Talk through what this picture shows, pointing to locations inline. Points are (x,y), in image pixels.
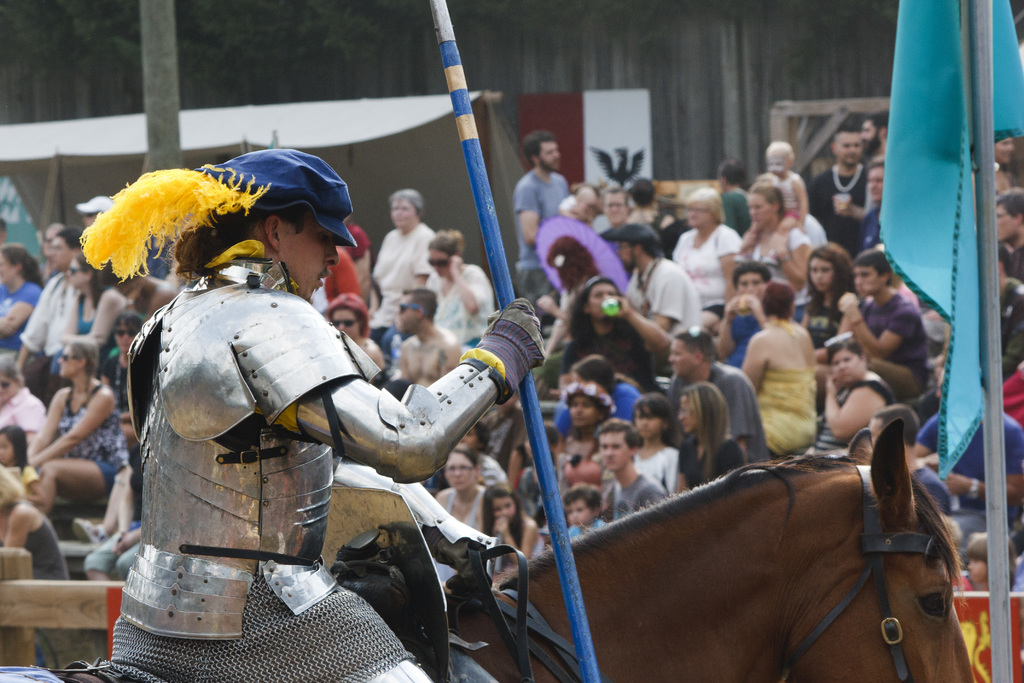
This image I can see a person (244,461) wearing the Armour (223,425) and a hat (257,191) is sitting on the horse (539,593) and holding a weapon (589,653) in his hand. In the background (563,385) I can see number of people (732,351) sitting on the benches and a flag (937,25) and few people (516,201) standing and trees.
